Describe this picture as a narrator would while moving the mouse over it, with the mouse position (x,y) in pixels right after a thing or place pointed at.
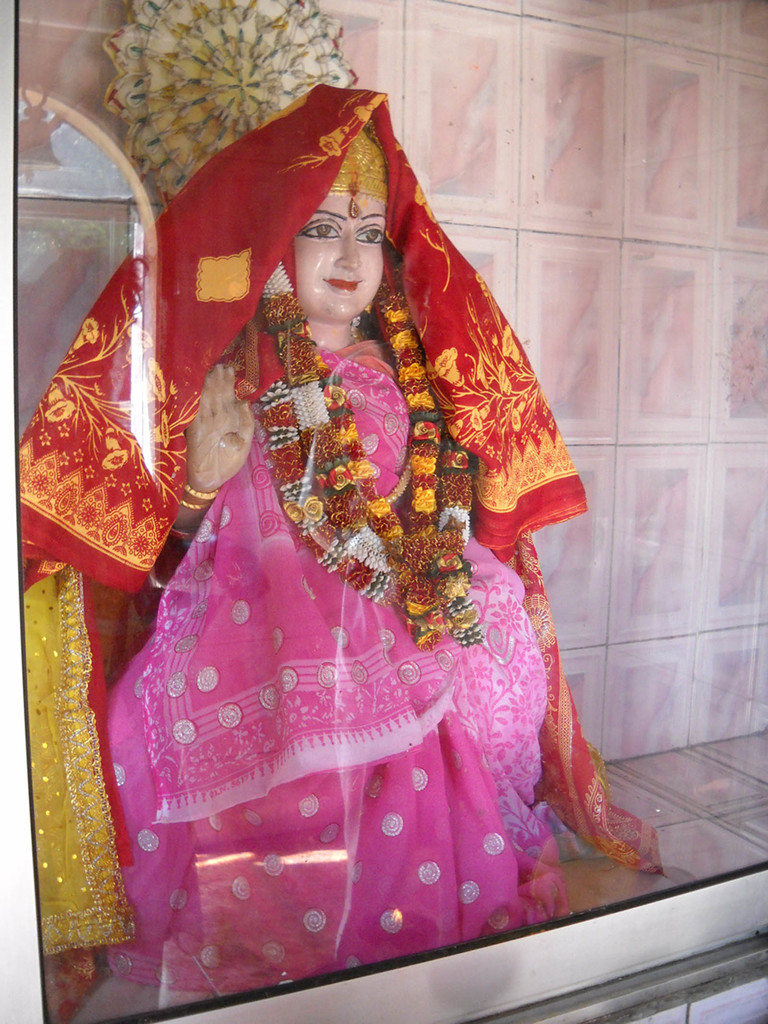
This picture shows an idol (239,925) of a goddess (460,394).
